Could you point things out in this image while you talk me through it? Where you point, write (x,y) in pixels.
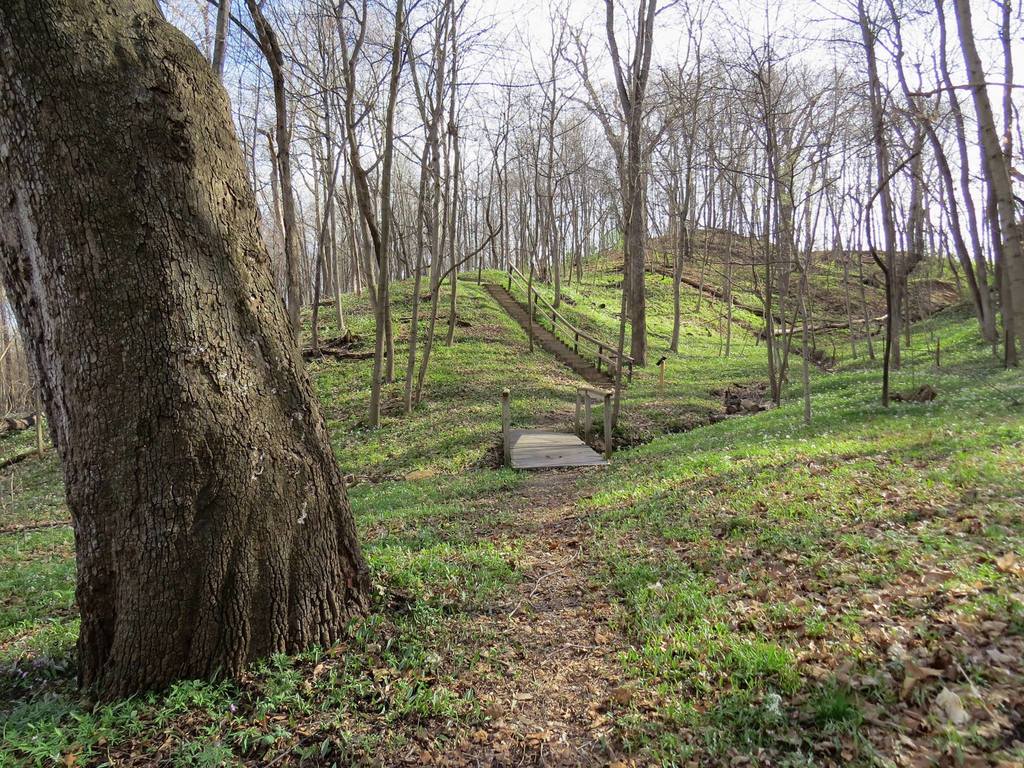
This image consists of grass (409,301), trees (150,258), wooden objects (579,440) and the sky (914,14). This picture might be taken in the forest (380,550).
